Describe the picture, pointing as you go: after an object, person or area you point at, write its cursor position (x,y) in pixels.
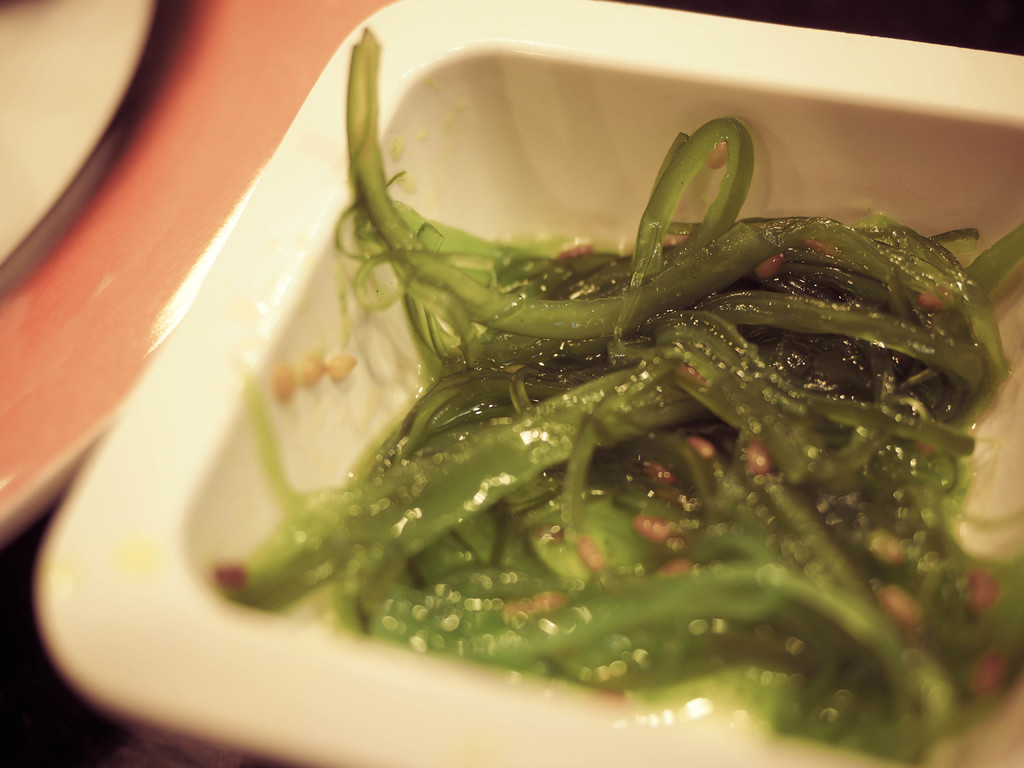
In this image there is a food item (543,494) in a bowl (568,135). Beside the bowl (341,150) there is some object (116,219).
